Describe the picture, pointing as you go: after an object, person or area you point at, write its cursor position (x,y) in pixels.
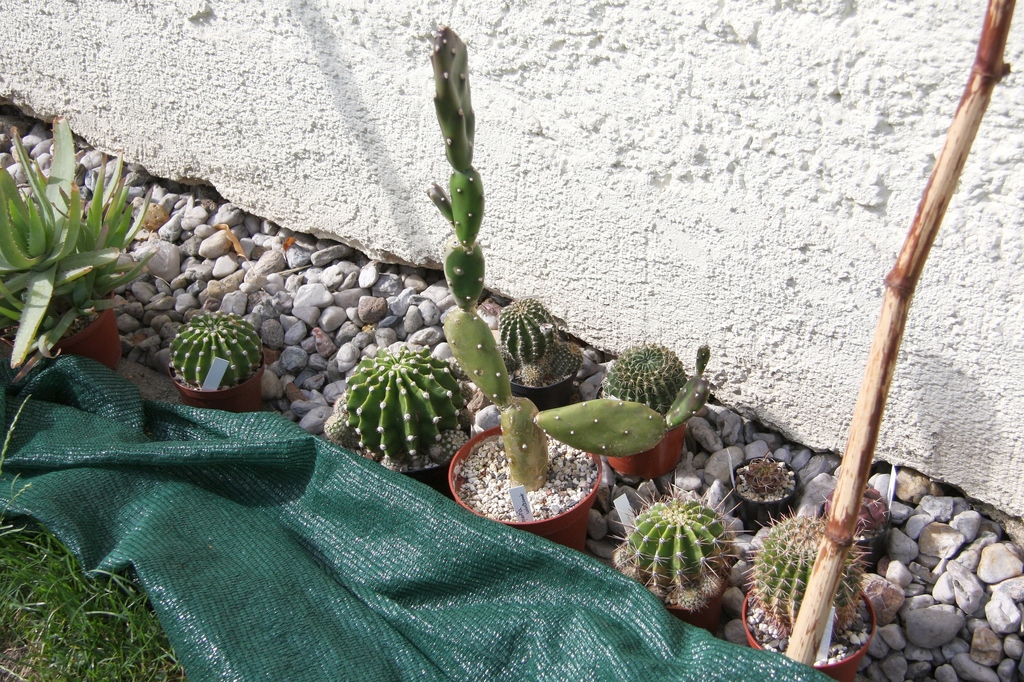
In this picture there are cactus plants (679,553) on the ground (921,624). Below the plants (551,413), there are stones (608,497). At the bottom (304,578), there is a cloth (167,602) and grass (85,592). On the top (638,207), there is a wall (558,143).
